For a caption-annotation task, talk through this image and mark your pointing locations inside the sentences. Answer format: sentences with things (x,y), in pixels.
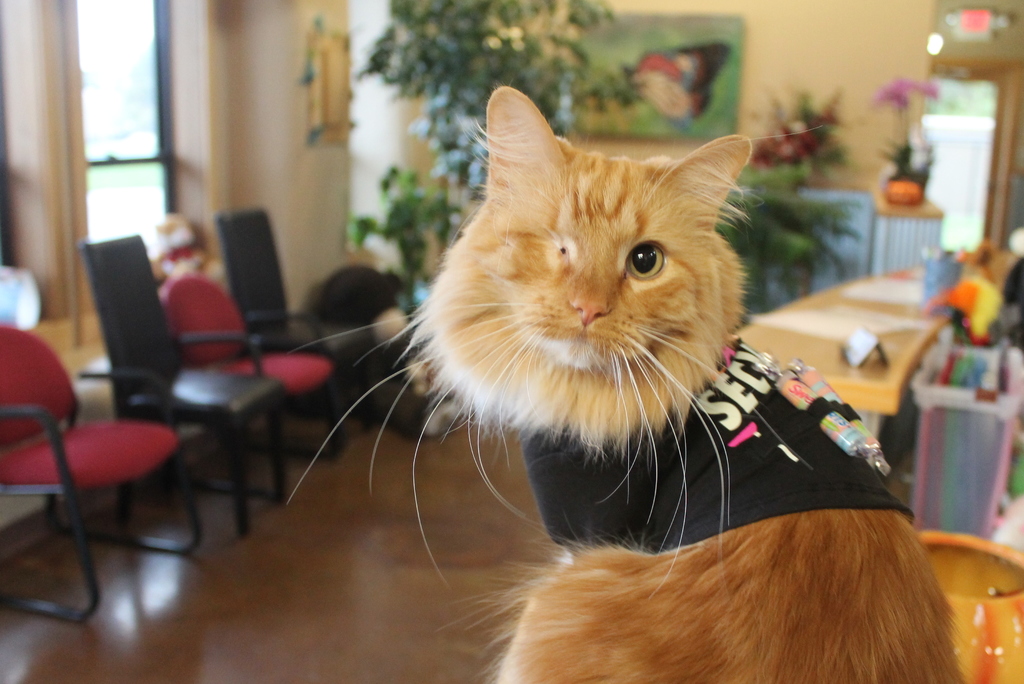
In this image we can see a cat (520,298) wearing black t shirt (801,425) with some bottles (853,430) on it. In the background (307,341), we can see a group of chairs (234,389) placed on the floor (376,483), trees (773,262), table (889,355) some containers (964,350) and doors (997,177).
